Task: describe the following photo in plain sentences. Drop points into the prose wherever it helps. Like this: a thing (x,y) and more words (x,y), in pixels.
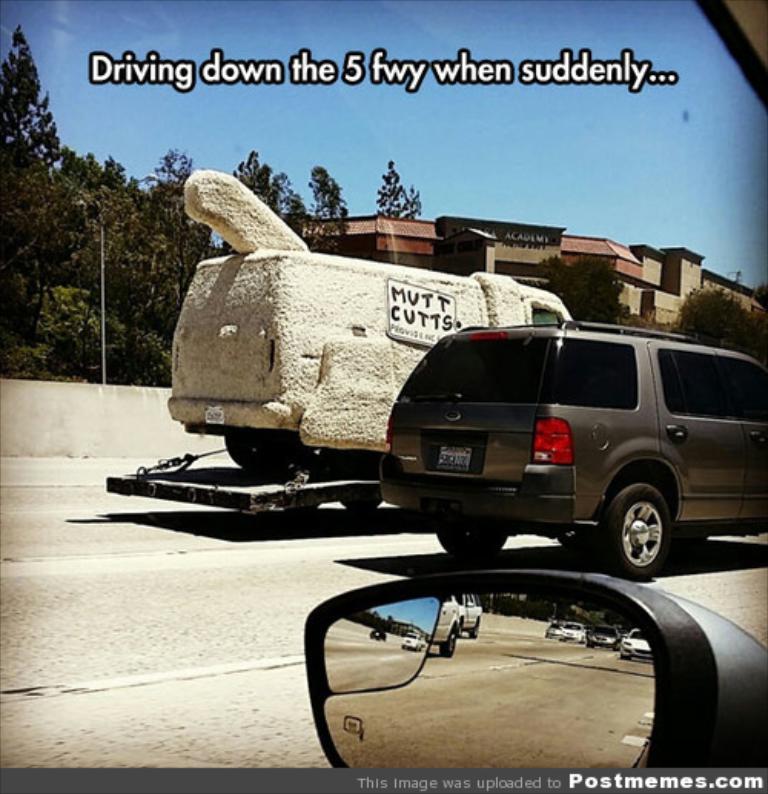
This is a picture taken from inside the car (514,736). At the bottom (599,619) there is a mirror (544,679). In the middle of the image (316,308) there are two vehicles (399,452) on the road (232,554). In the background (120,252) there are few buildings (430,258) and trees (49,246). At the top of the image (409,129) I can see the sky (446,131) and also there is some text (396,73).
